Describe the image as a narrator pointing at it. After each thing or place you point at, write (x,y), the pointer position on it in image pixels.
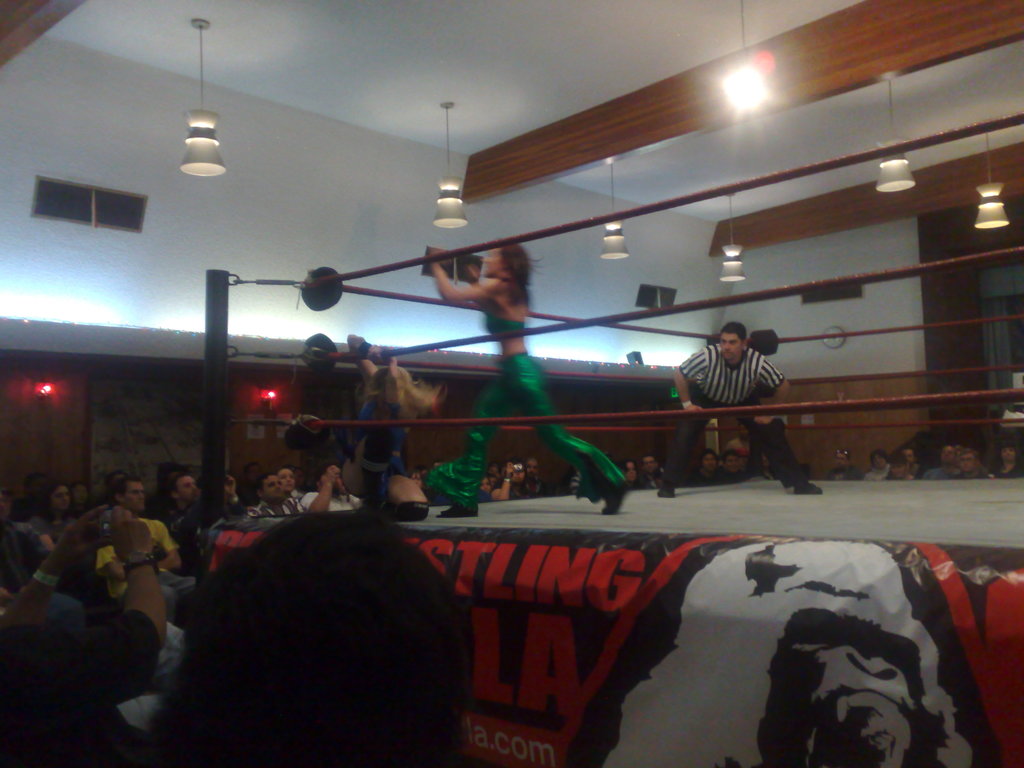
In this picture there are people (156,522) on the right (724,380) and left side of the image (311,522) and there is a wrestling ring (1023,520) in the center of the image (658,511), there are lamps (892,182) at the top side of the image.
